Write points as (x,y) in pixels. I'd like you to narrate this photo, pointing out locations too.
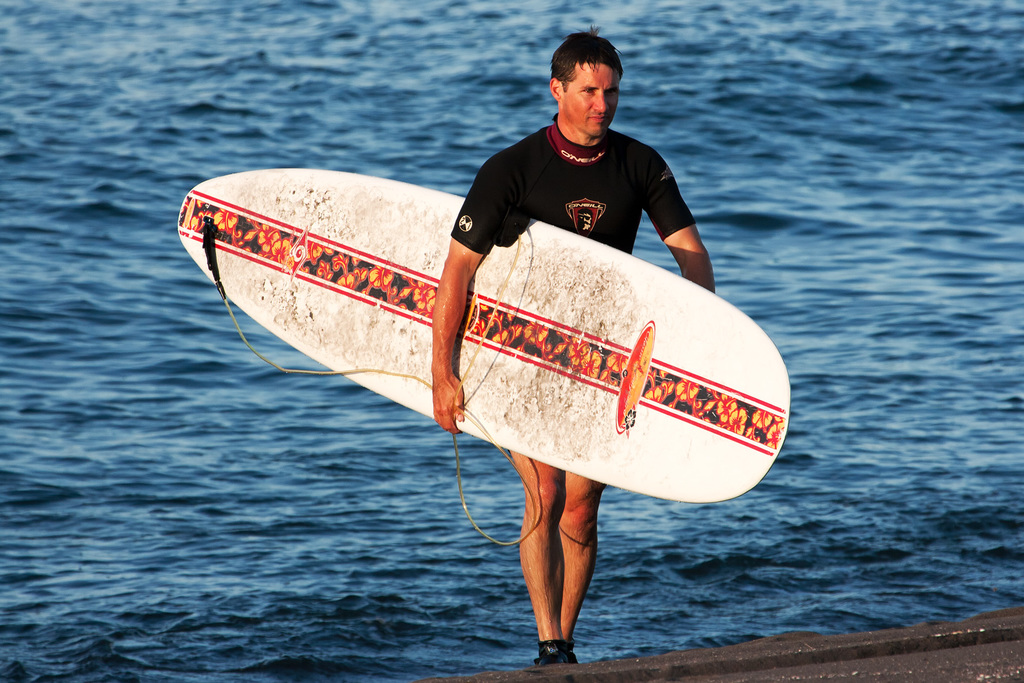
In this image we can see a man (588,174). He is holding a white color surfing board (495,363) in his hand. In the background (158,160), we can see water (867,470).
